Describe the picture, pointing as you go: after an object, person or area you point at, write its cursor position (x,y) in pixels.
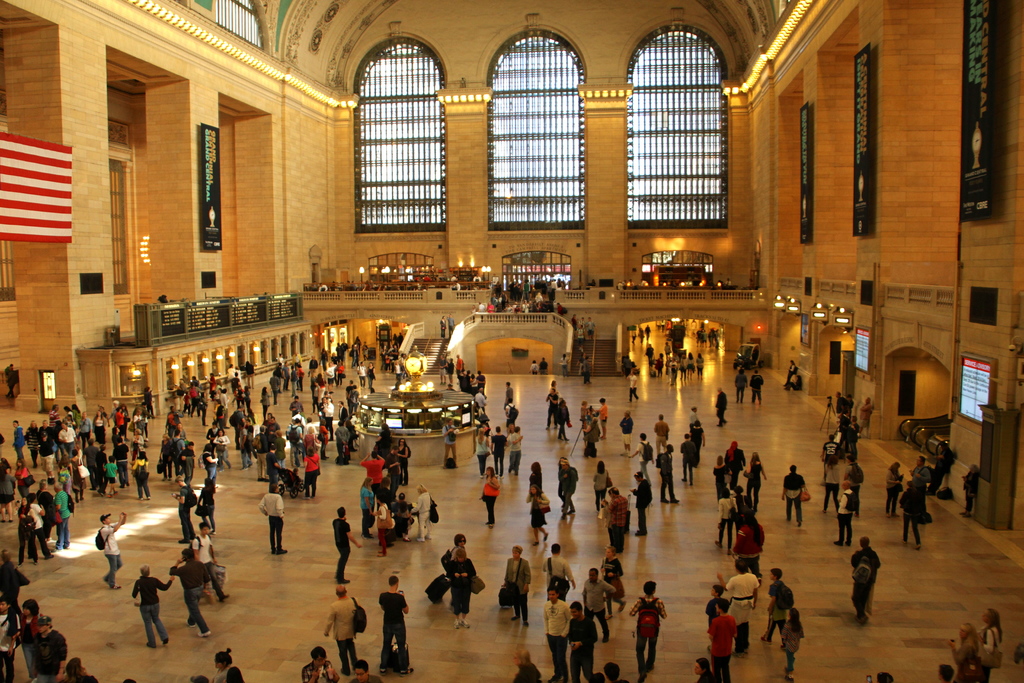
In the center of the image (624,455) we can see a group of people (843,523) are standing and they are in different costumes (349,527). Among them, we can see a few people (413,498) are holding some objects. In the background (467,242) there is a wall (348,197), lights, frames (360,182), fences (347,291) and a few other objects (14,204).
